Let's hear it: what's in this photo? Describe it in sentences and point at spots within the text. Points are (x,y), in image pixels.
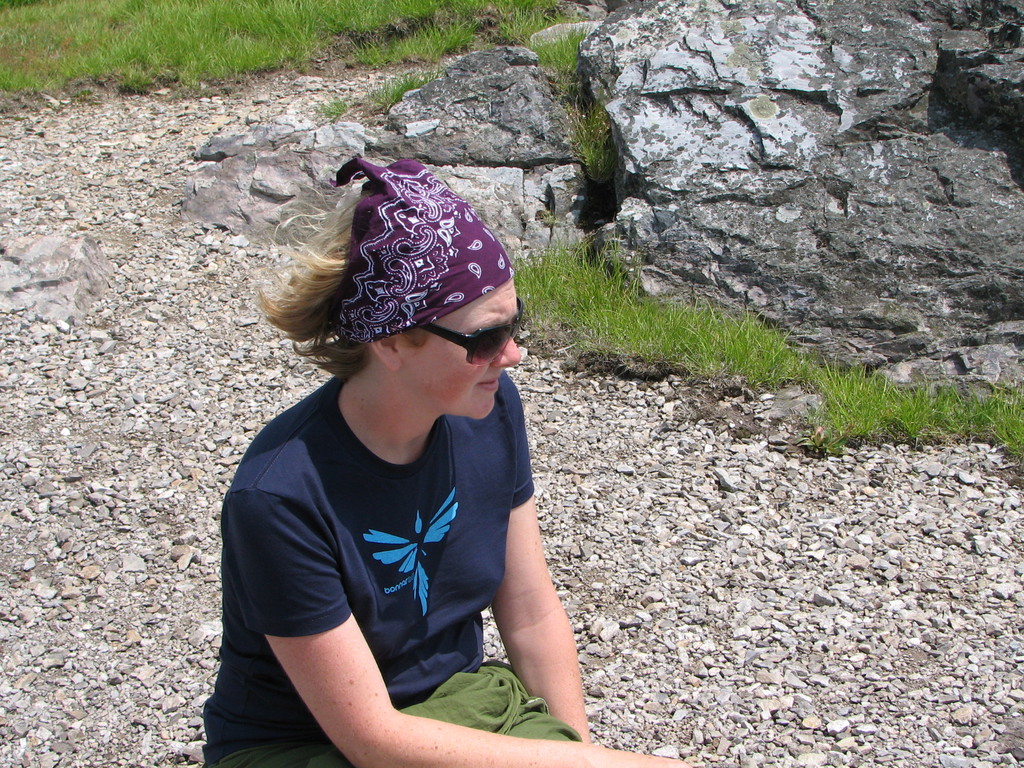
In this image there is a person (436,428) sitting on the surface (776,673) of the rocks (730,678). At the top of the image (172,45) there is a grass (20,52).
